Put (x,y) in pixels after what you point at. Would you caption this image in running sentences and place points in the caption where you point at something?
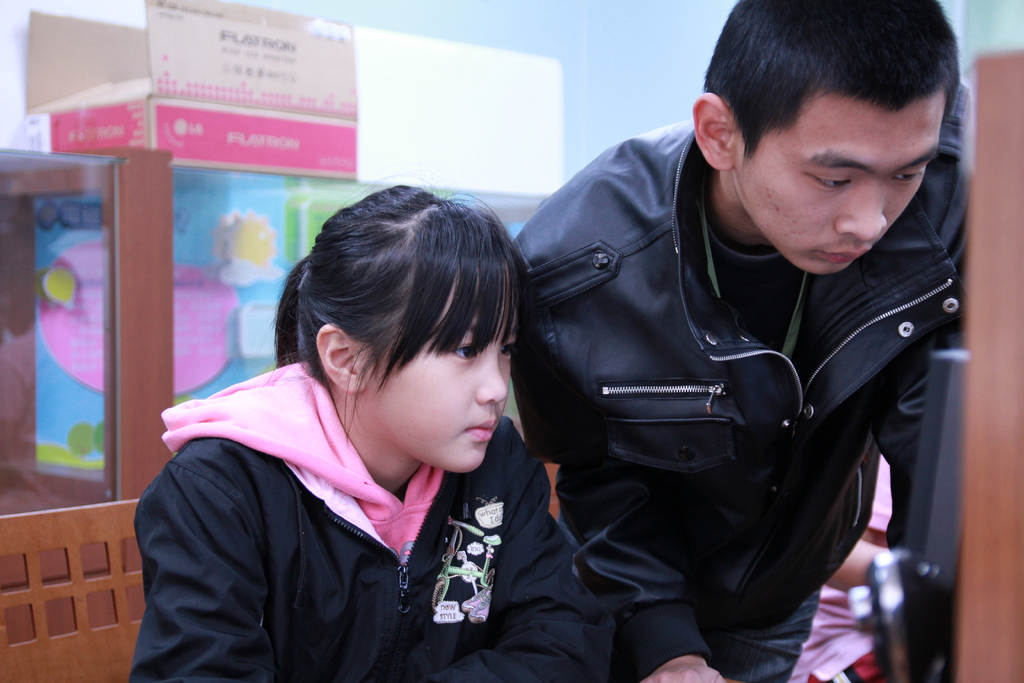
In the foreground (625,329) we can see a man (863,167), girl (382,457), chair (67,600) and other objects (921,594). Towards left (288,158) there are boxes (228,167), wall (83,3) and wooden objects (126,195). In the background (622,34) it is wall (669,45).
